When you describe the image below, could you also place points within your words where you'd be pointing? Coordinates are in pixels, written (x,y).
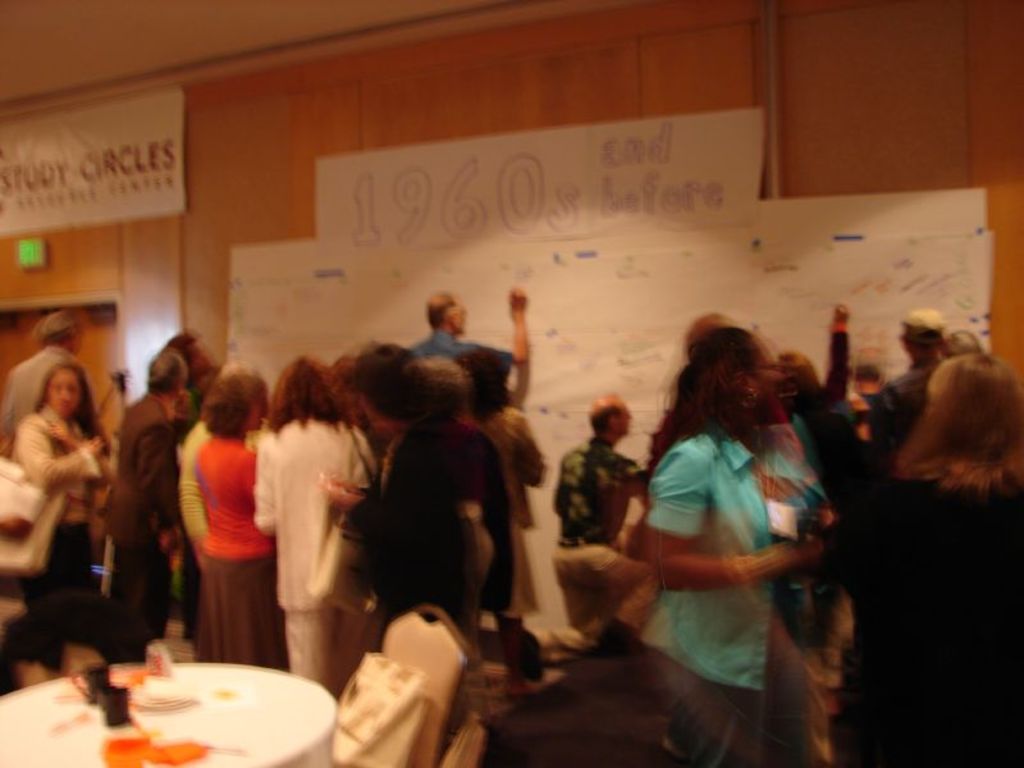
In this picture there is a group of men and women (326,618) standing in the hall (660,693). Behind there is an old man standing and writing something on the paper (656,300). Behind there is a wooden panel wall (256,212). In the front (87,694) bottom side there is a round table (301,733) and some chairs (380,750).
